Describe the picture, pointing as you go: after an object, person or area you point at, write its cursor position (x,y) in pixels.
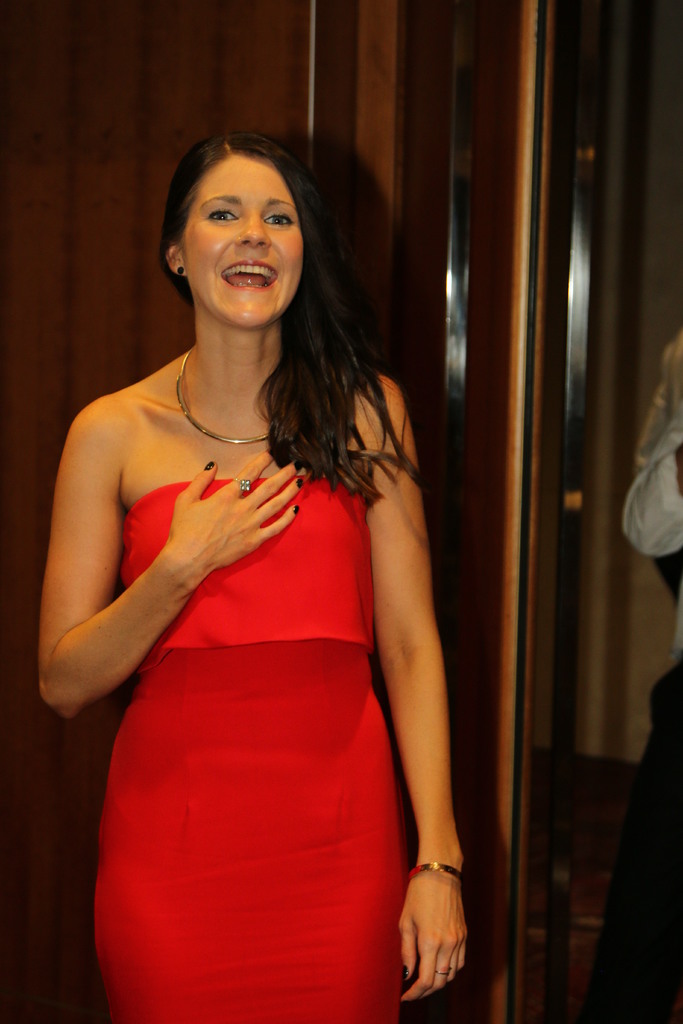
In this picture I can see a woman (206,582) standing and another human (664,549) standing on the right side of the picture (670,680) and looks like few wooden doors (478,713) in the back (73,169).
